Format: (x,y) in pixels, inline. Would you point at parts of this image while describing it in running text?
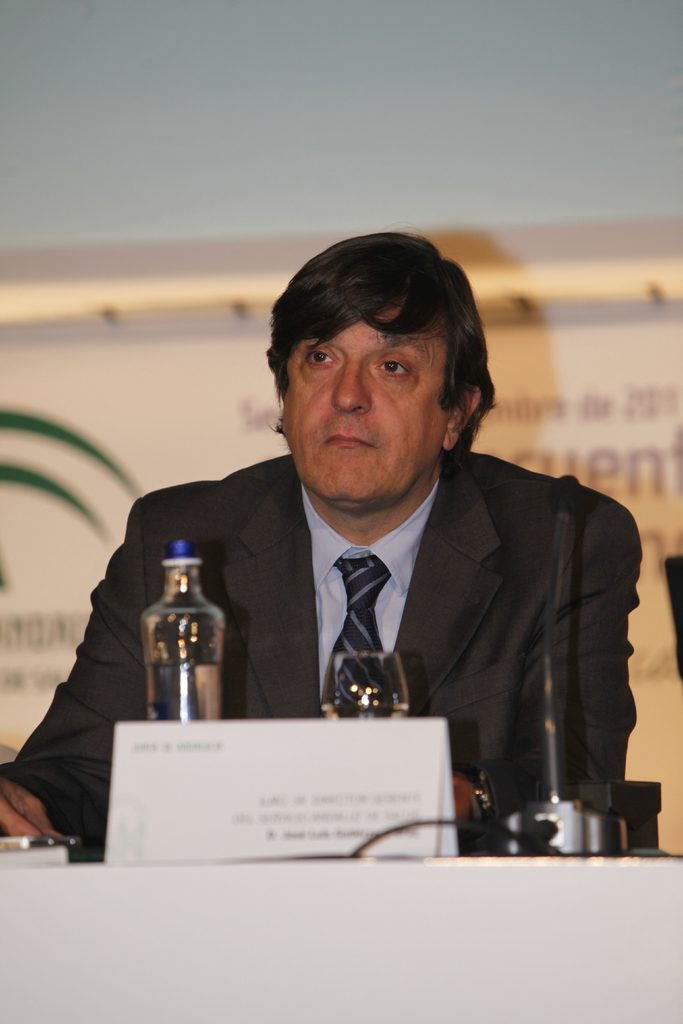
A man (378,615) is sitting on the chair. In front of him there is a table (336,926) on which a water bottle (215,690), glasses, microphone (552,840) are there. In the background (25,603) there is a wall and banner (579,409).
